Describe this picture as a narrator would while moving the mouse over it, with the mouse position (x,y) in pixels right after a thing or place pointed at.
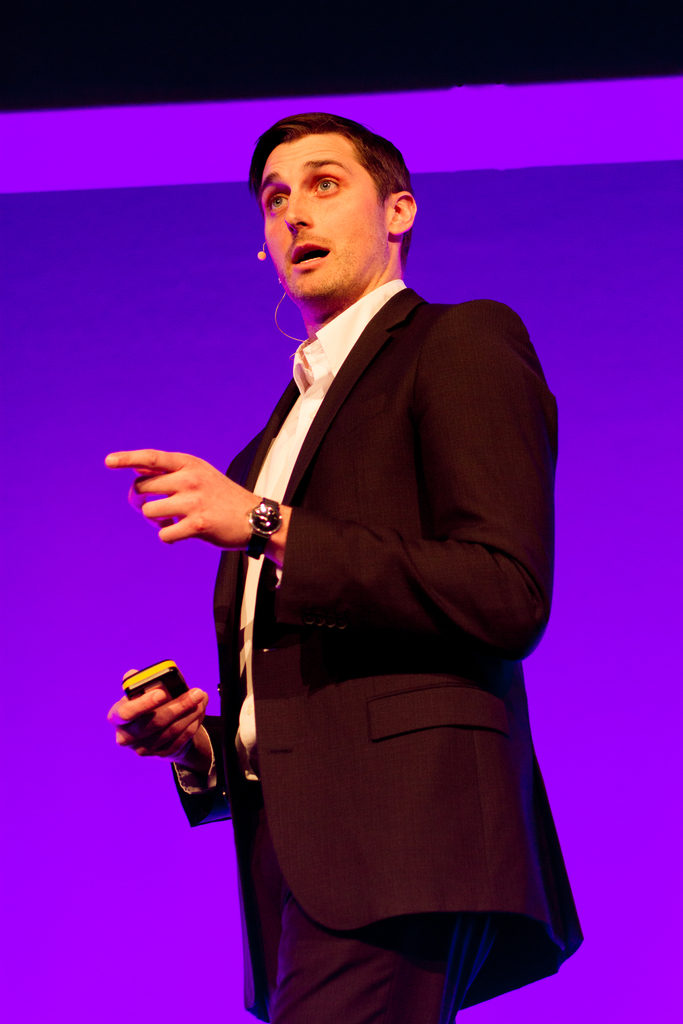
In this image I see a man (475,433) who is wearing a suit (387,859) which is of black in color and I can also see that he is wearing white shirt (301,426) and I see he is holding a thing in his hand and I see the wire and a thing (257,257) over here and it is purple and blue color in the background (270,314) and it is dark over here.
